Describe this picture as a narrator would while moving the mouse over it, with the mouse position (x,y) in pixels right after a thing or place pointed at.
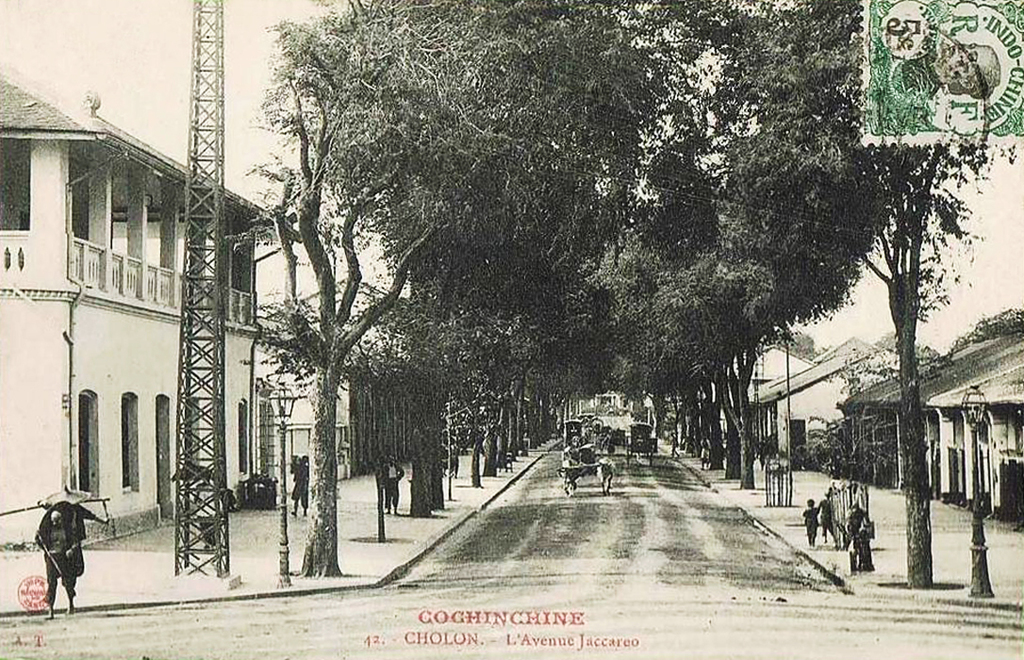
This is the black and white image, where there is a road (643,513) on which some horse carts (635,439) are moving and on the other side there are trees (617,343), poles (286,475) and buildings (235,357). On the left (208,388), there is a tower (201,417) and there are few persons (303,478) walking on the side path (401,498). On the top (140,36), there is the sky (152,36) and a stamp (958,28) on the top right corner (937,68).
